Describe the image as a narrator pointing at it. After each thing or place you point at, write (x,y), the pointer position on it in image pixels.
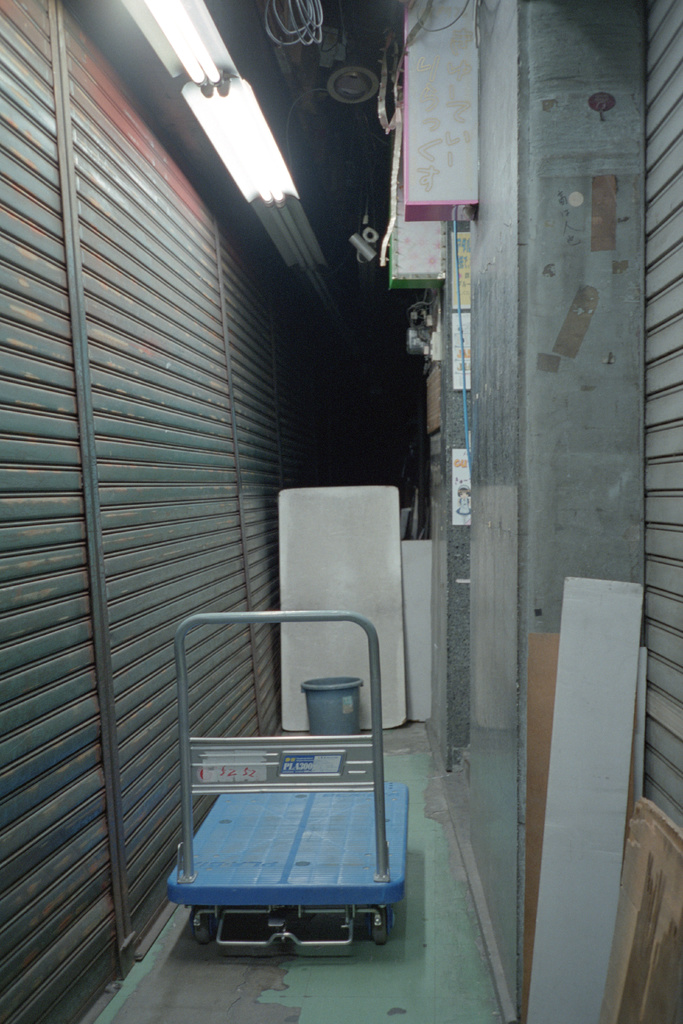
In this picture I can see a luggage trolley (265,858) and a small dustbin (340,680) and few wooden planks (571,626) and I can see lights (170,16) and I can see metal shutters (189,451) on both sides.
